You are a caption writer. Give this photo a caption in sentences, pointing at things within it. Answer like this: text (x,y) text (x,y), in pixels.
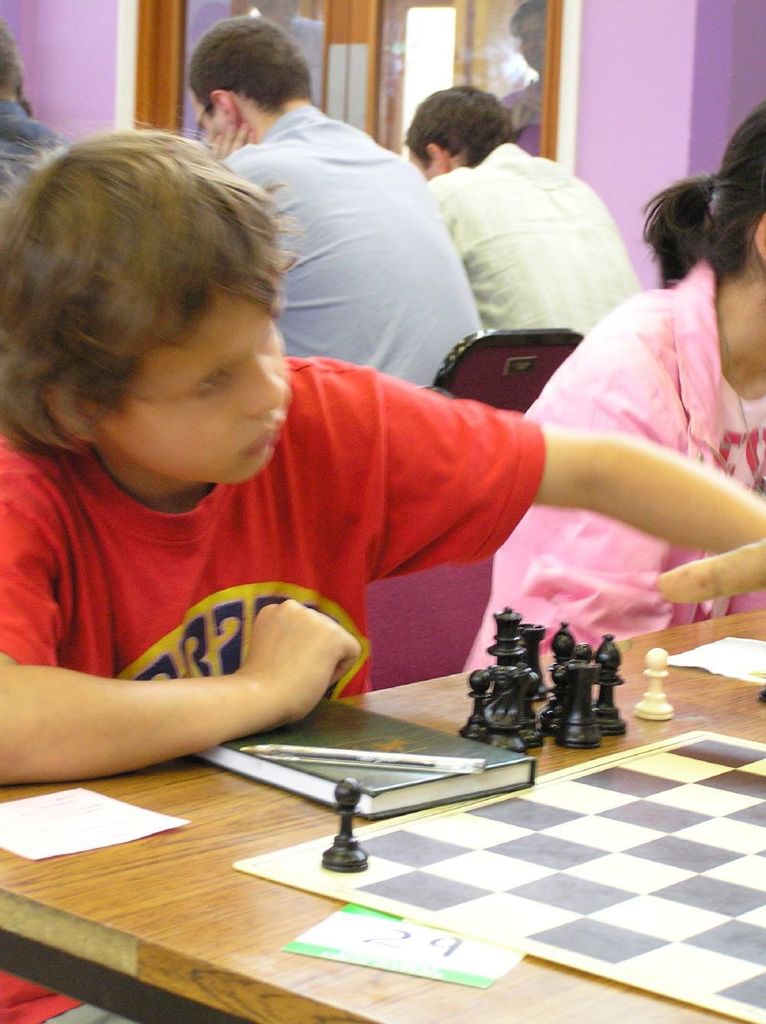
There is a group of people (463,518). They are sitting on a chair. There is a table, paper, window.
